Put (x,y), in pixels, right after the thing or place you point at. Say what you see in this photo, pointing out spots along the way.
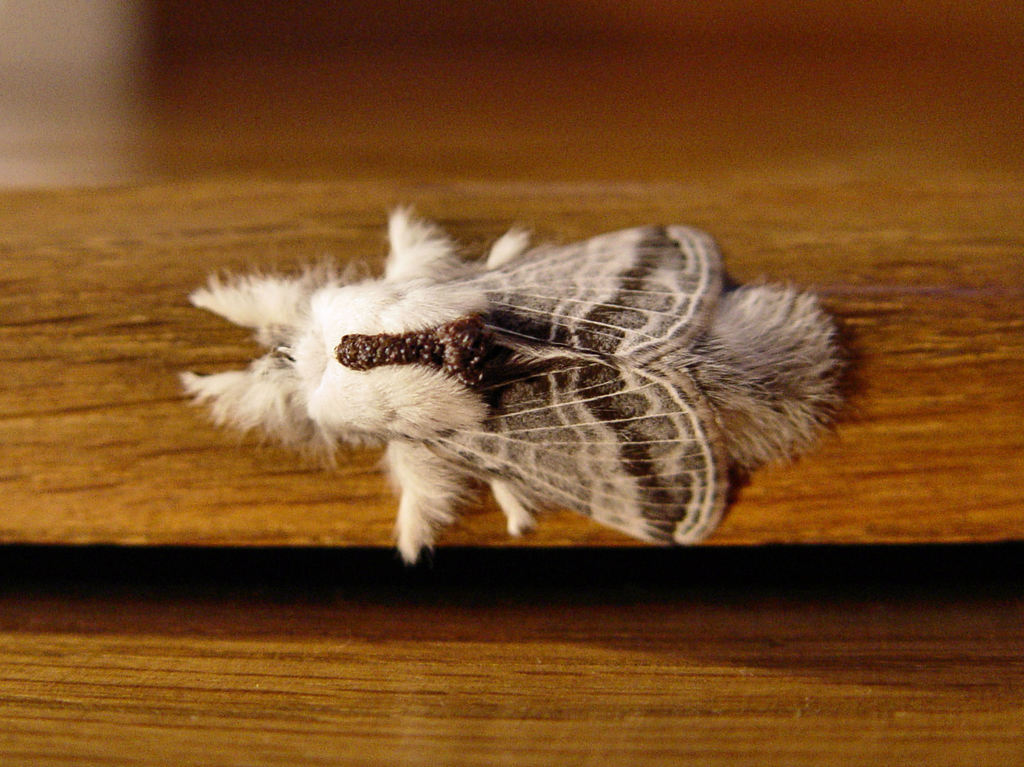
This is a zoomed in picture. In the center (639,442) there is an object (389,417) seems to be the insect (665,332). In the background (153,234) we can see the wooden object (196,486).
